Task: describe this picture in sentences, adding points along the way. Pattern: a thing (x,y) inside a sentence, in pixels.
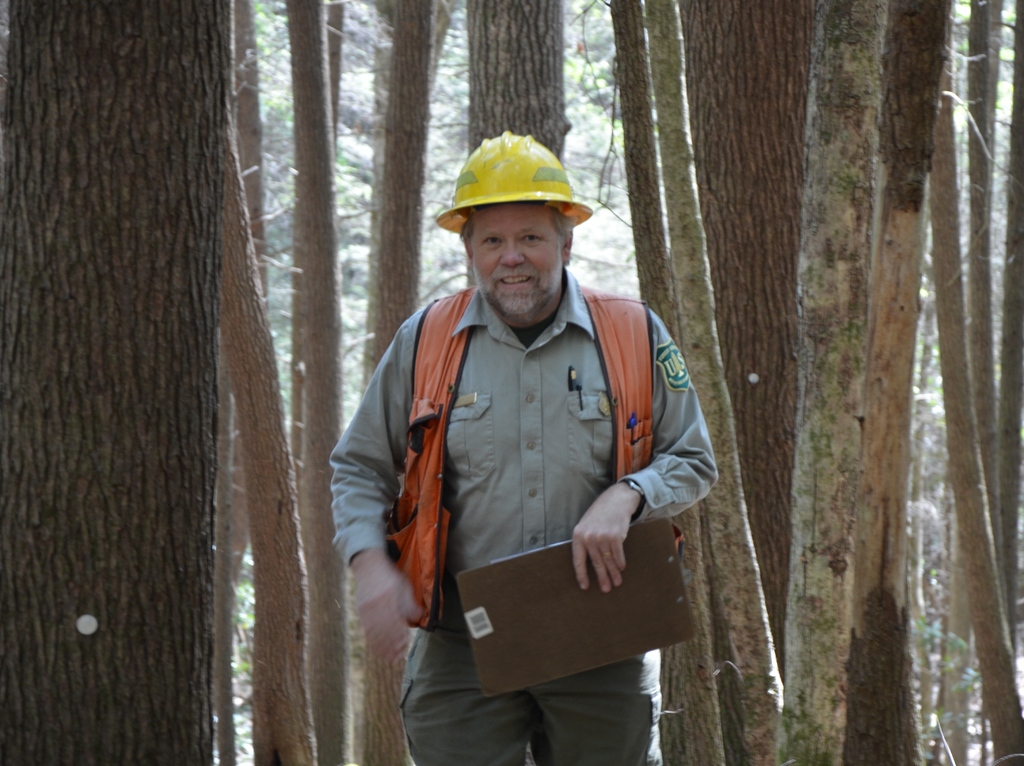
In this image we can see a person (506,465) wearing dress (511,457) with helmet (525,162) on his head (507,226) is holding a pad (643,560) in his hand (610,580). In the background (1021,601) we can see group of trees (292,378).
